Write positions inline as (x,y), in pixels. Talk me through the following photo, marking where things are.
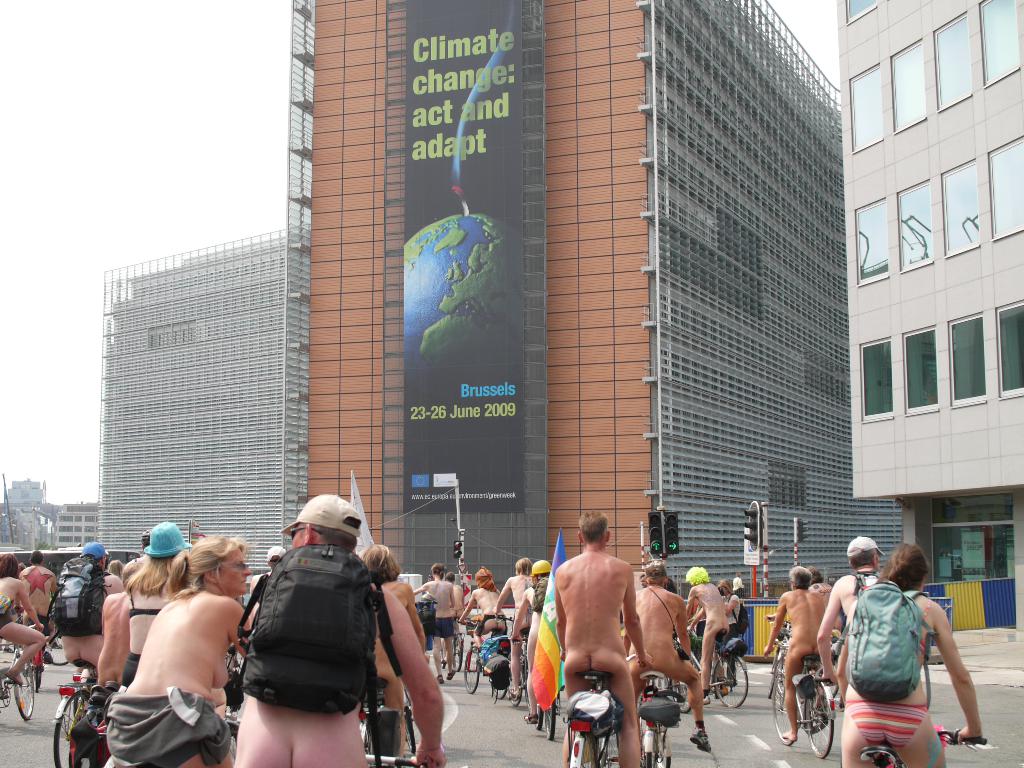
This is a picture taken in the outdoors. A group of people (280,723) riding their bicycles (367,710) on road (500,706). In front of the people (438,683) there are buildings (654,338), hoarding (477,111) and a sky (125,69).
